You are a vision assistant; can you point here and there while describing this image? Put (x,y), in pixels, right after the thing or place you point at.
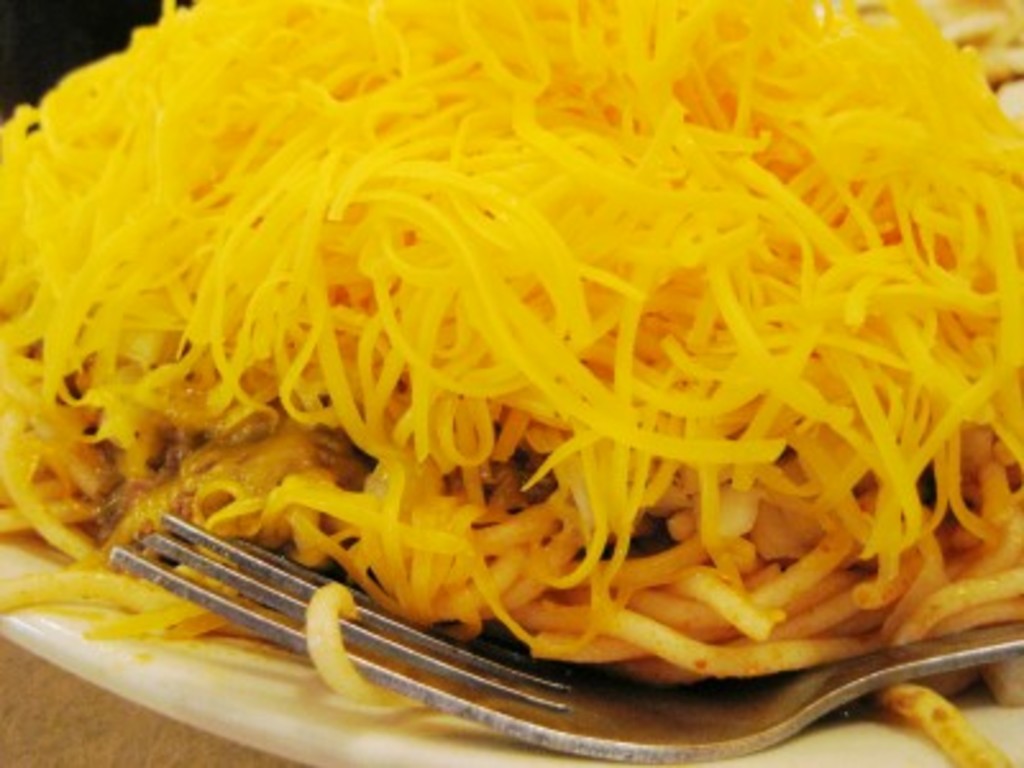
In this image, there is a plate (368,713) contains a fork (545,701) and some food (810,360).
